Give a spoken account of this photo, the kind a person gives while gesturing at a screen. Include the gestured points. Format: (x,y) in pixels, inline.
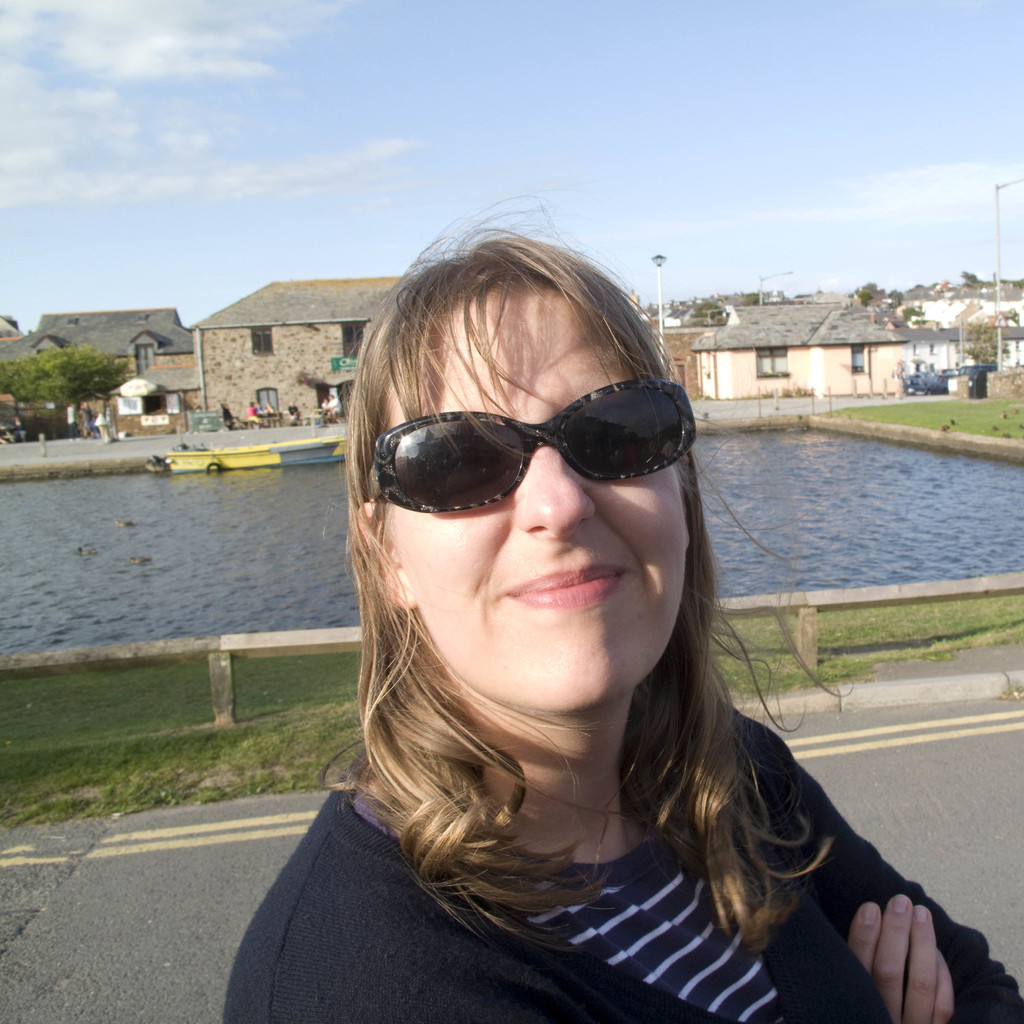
In this image I can see a woman (665,816) and I can see she is wearing black dress (834,1000). I can also see she is wearing black shades (631,409) and I can see smile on her face (572,695). In the background (265,725) I can see grass (168,740), water (234,563), buildings (346,386), trees (70,376), few poles (661,343), a light (658,271), clouds (107,17) and sky (498,80). In water (240,524) I can see a yellow colour boat (293,461) and I can also see few people (293,409) over there.
